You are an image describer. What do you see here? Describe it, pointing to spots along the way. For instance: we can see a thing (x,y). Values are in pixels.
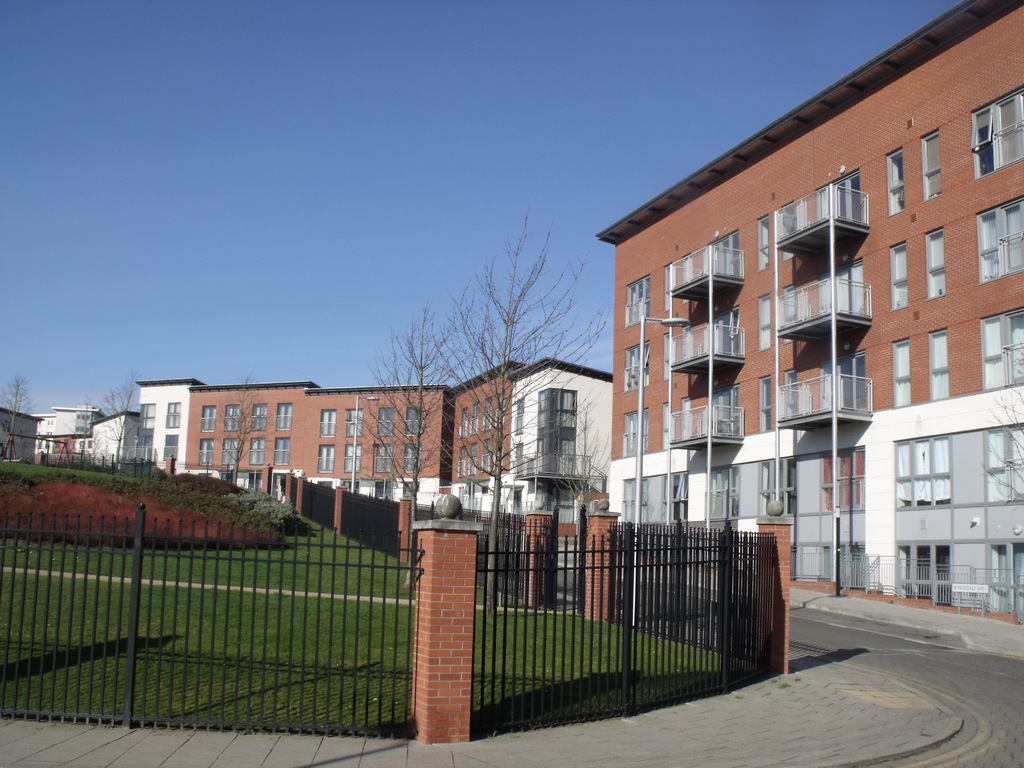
In this picture there are buildings (264,415) in the center of the image (544,469) and there is a boundary (321,540) and grass land (74,636) on the left side of the image (144,697).
